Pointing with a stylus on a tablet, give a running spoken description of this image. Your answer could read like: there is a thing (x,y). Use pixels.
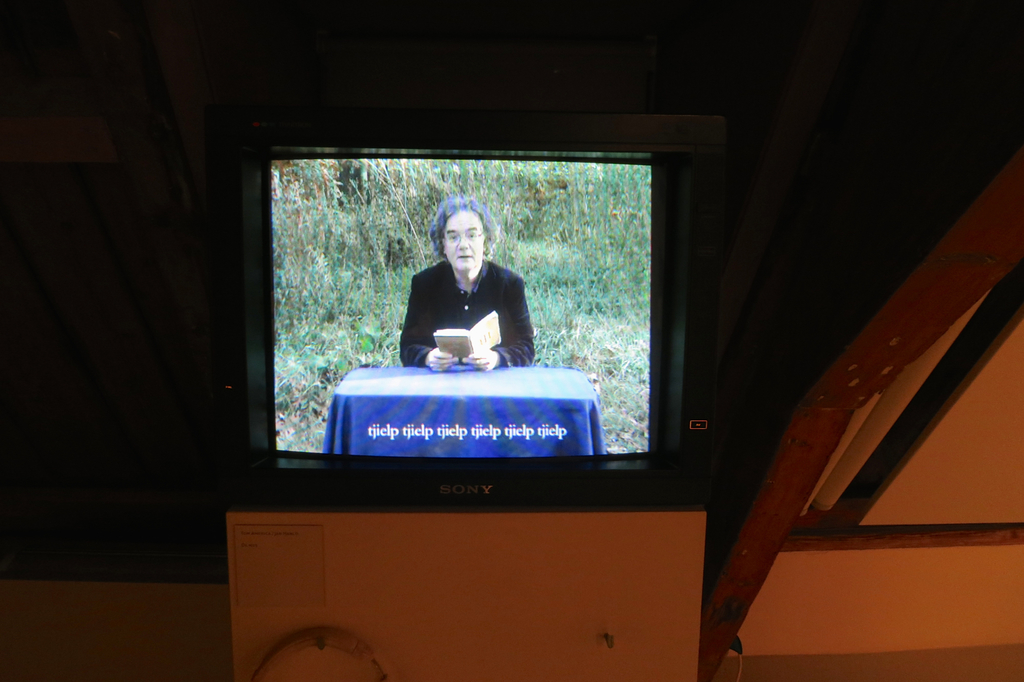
Here in this picture we can see a television (692,178) present on a table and in that we can see a woman (446,312) sitting on chair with a table (410,375) in front of her and holding a book (458,345) in her hand (470,363) and behind her we can see the ground (553,349) is fully covered with grass (562,351) and plants (602,349).
